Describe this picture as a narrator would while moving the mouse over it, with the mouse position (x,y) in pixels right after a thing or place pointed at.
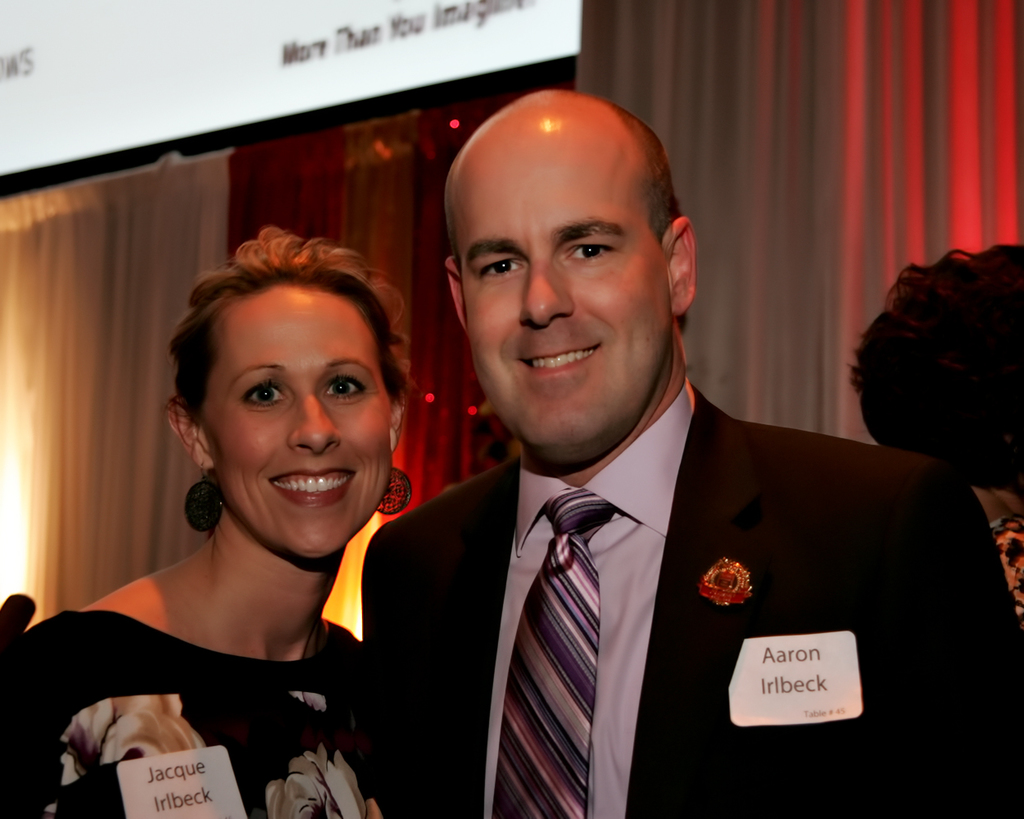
This picture seems to be clicked inside. In the foreground (383,291) we can see a man (585,571) wearing suit (681,584), smiling and standing and there is a woman (258,447) wearing black color dress (254,665), smiling and standing. In the background (811,280) we can see the curtains (839,142) and another person (993,331) and we can see the text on the board (149,30) attached to the wall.
